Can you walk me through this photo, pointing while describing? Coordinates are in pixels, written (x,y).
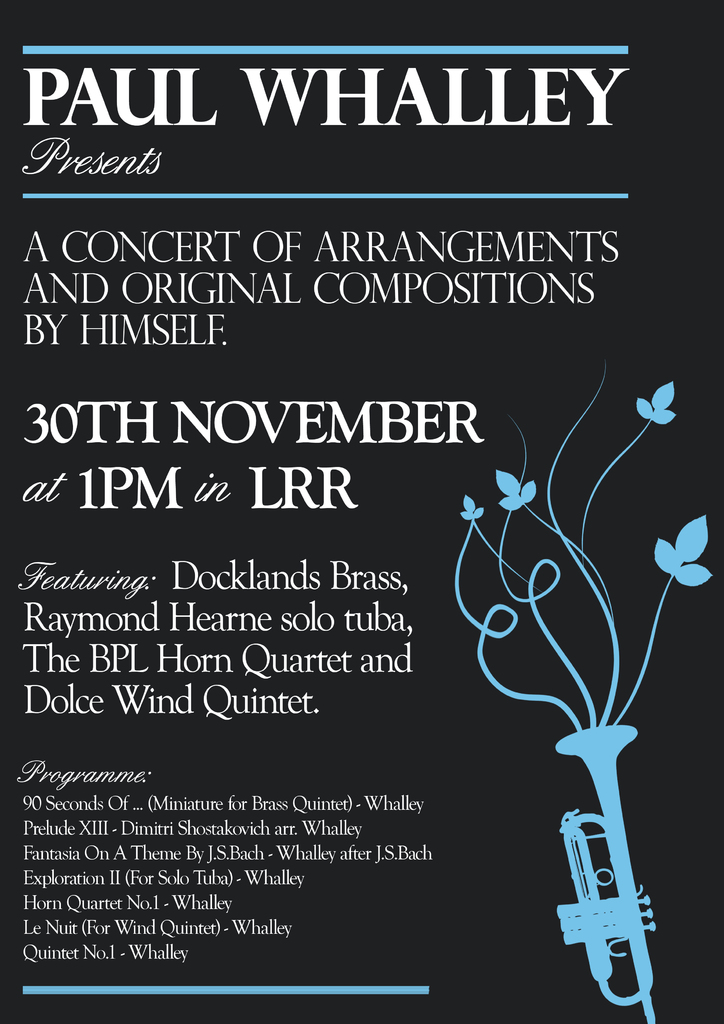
In this image we can see an invitation (230,653) of some event which is in black and blue color and there is a trumpet (597,733), flowers (668,565) in it.
